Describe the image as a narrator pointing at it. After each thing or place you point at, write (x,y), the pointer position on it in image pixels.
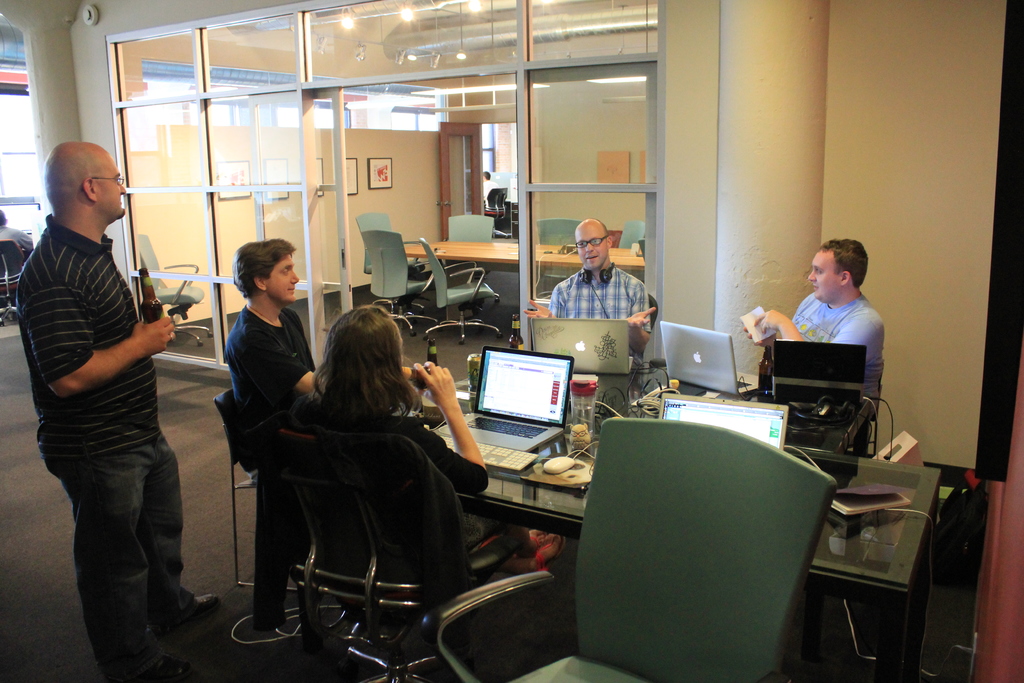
On the background (394,136) we can see a cabin (393,210), wall (393,210), photo frame (376,187) over a wall (398,180), door (444,176), few empty chairs (559,238) and table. Here we can see few persons (288,326) sitting on chairs (369,434) and talking in front of a table (912,582) and on the table (915,500) we can see laptop (584,358), water bottle (589,426). Here we can see one man (126,459) standing near to these people (473,472) and holding a bottle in his hand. This is a floor (184,395).
